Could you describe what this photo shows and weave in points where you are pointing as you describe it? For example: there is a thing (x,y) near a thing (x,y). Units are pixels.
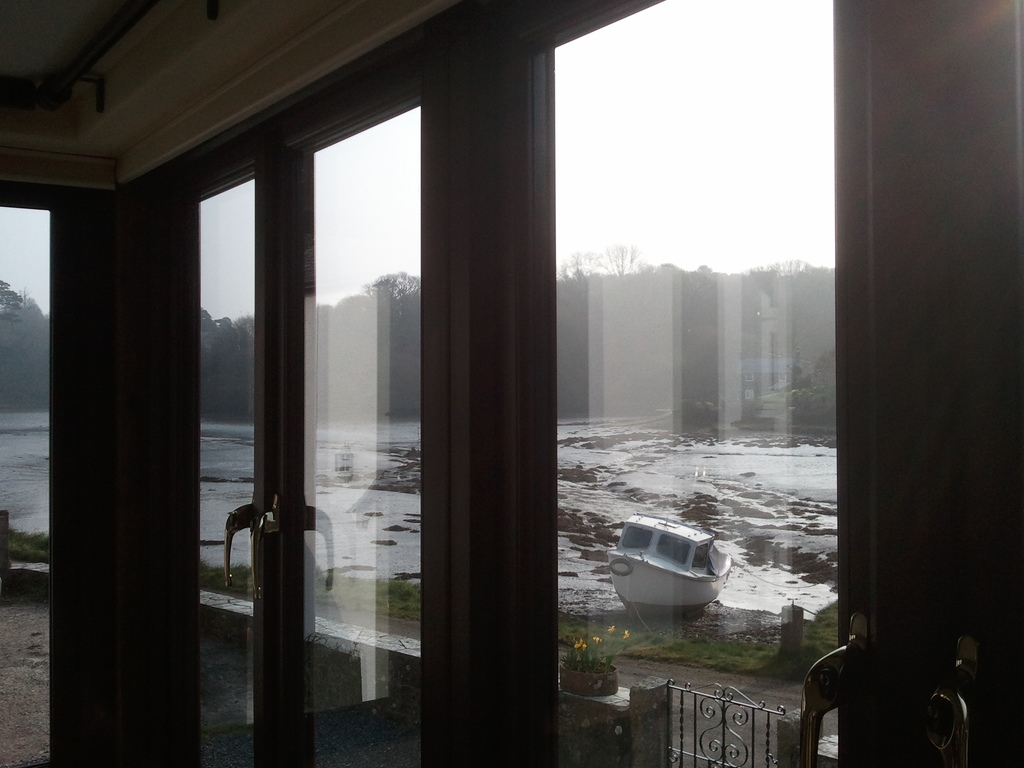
In the picture we can see inside the house (498,490) with glass doors (314,617) and a handle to it and from the glass (652,655) we can see outside with a wall (328,706) and gate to it and on the wall (318,692) we can see a plant (603,661) with flowers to it and behind it we can see a path (663,675) and beside it we can see a boat (695,549) which is white in color and behind it we can see water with stones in it and far away from it we can see full of trees (22,398).
